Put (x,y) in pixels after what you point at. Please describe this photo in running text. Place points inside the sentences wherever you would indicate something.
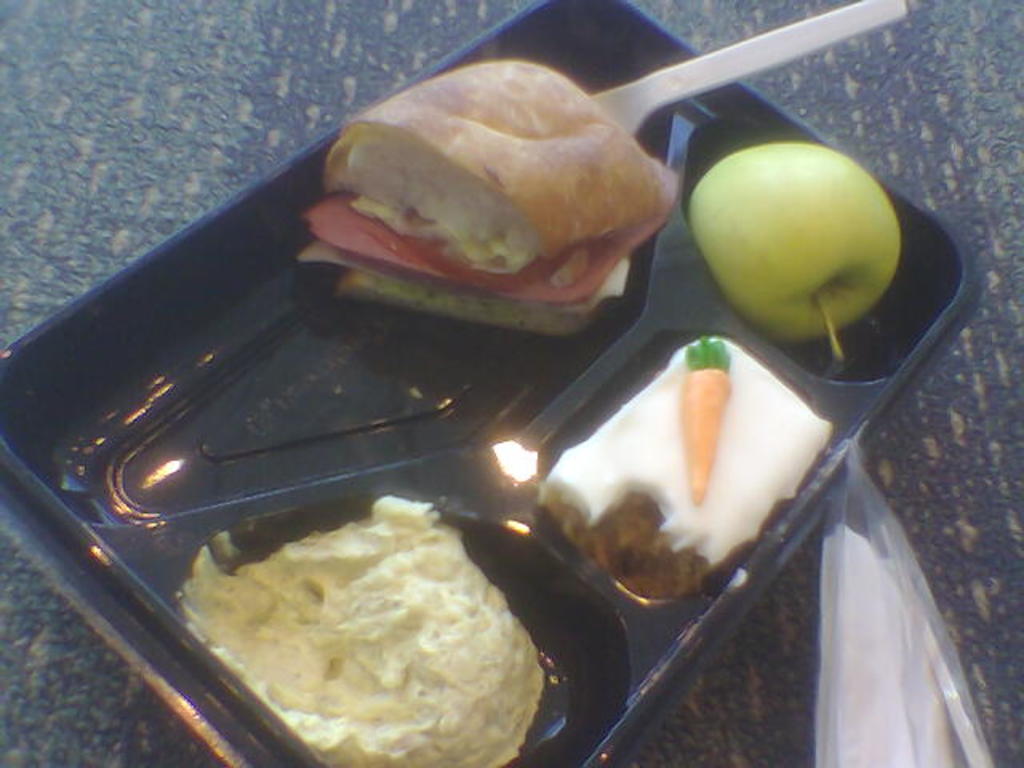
In this image I can see a plate (348,258) which consists of some food items (641,432), a green apple (774,189) and a spoon (659,94). Beside the plate (669,670) there is a cover (873,647). This plate (207,417) is placed on a carpeted surface (180,75).
